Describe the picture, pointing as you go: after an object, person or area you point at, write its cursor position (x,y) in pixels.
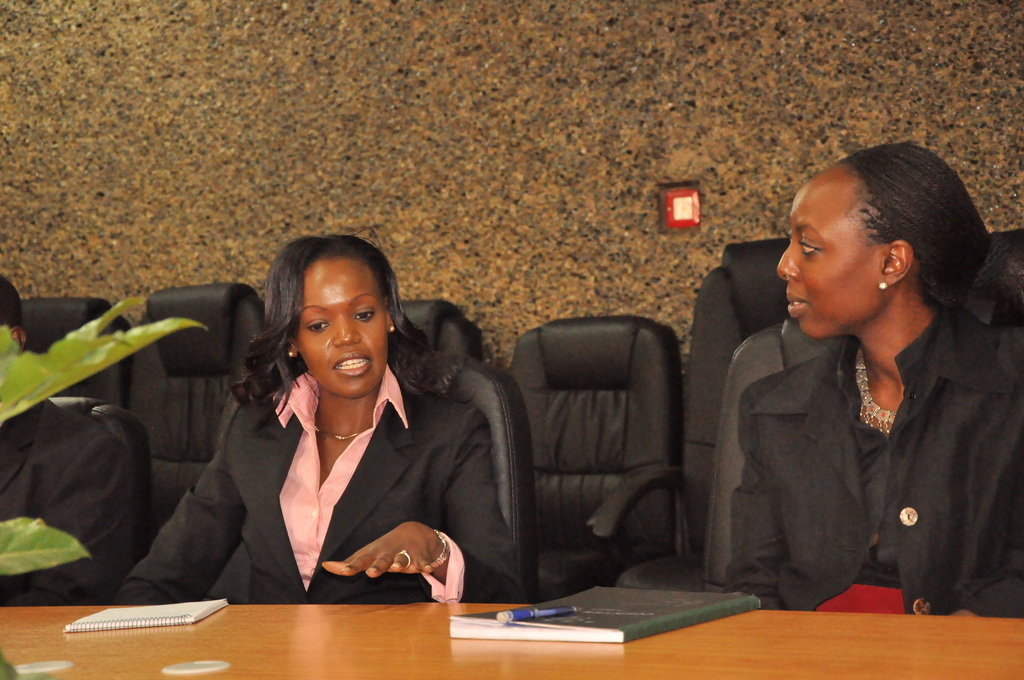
Women (402,451) are sitting on the chair (639,464) near the table (381,647) and on the table (609,649) there is book (599,625), pen (528,615) and plant (49,367).
